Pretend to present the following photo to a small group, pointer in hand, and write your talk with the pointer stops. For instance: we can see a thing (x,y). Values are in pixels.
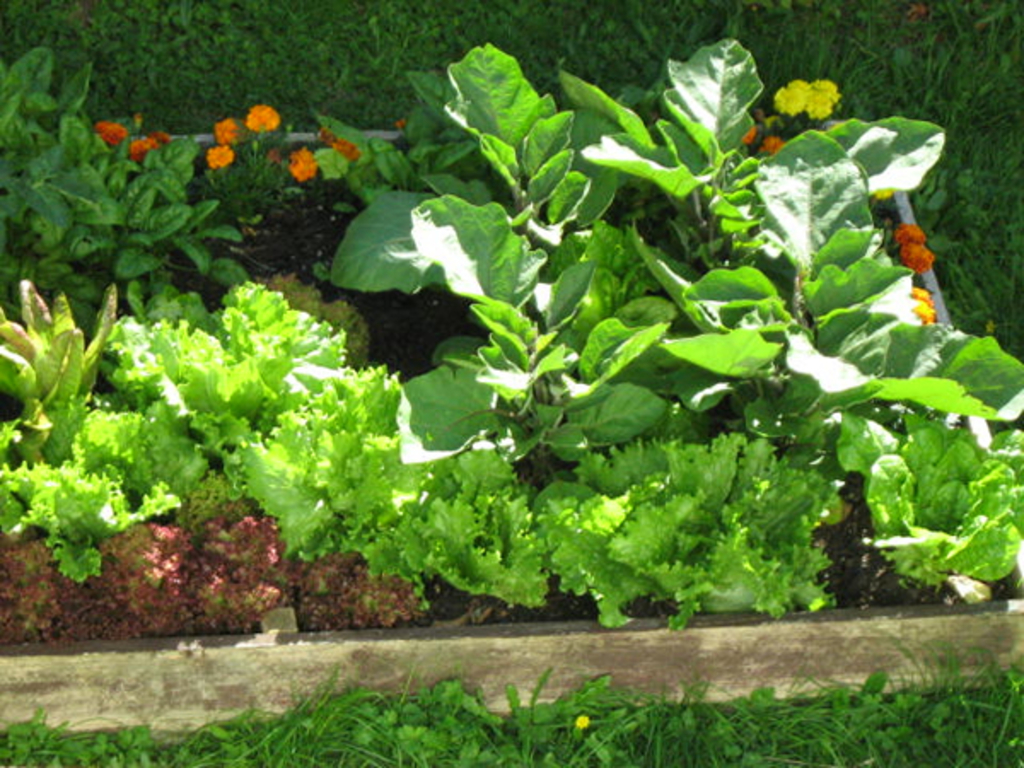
In this picture we can see some flowers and plants (475,575) from left to right.
